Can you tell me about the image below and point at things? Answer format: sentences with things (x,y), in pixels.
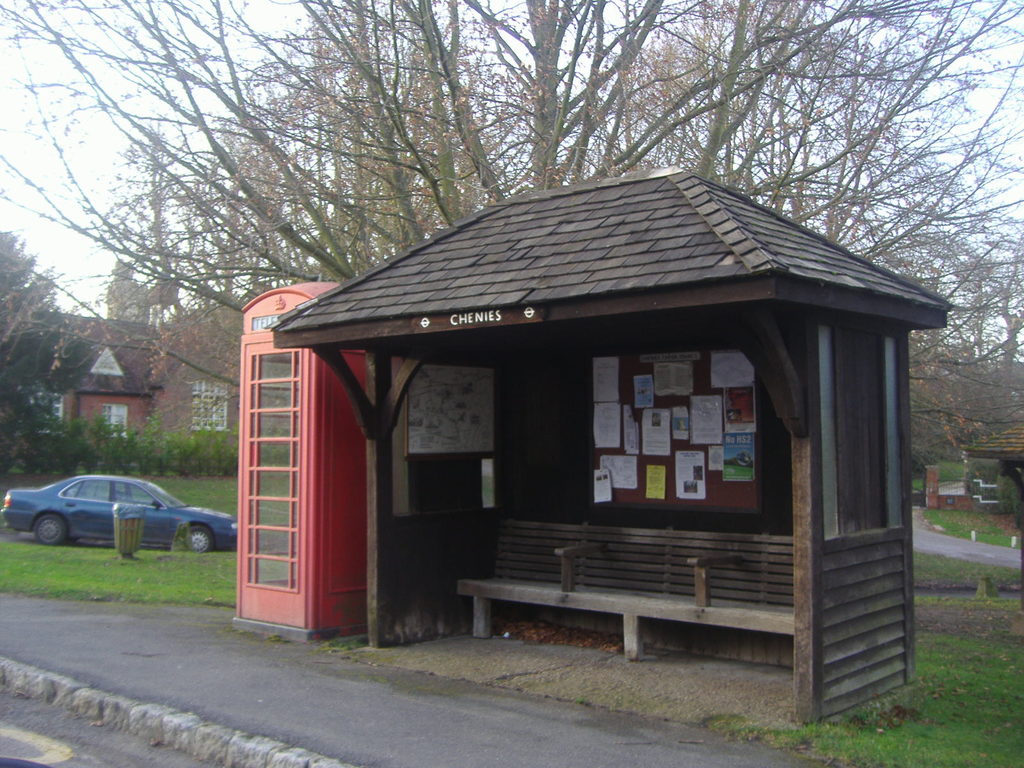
In the picture there is a bus stop (805,495) in which there is a chair (707,581) near to the chair (715,547) there is a board (678,443) on the board (672,475) there are many papers (666,450) present on it near the bus stop (422,508) there is a booth (280,500) there are some trees (297,153) there is a car (144,482) on the road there are some buildings (214,350) near to it.
